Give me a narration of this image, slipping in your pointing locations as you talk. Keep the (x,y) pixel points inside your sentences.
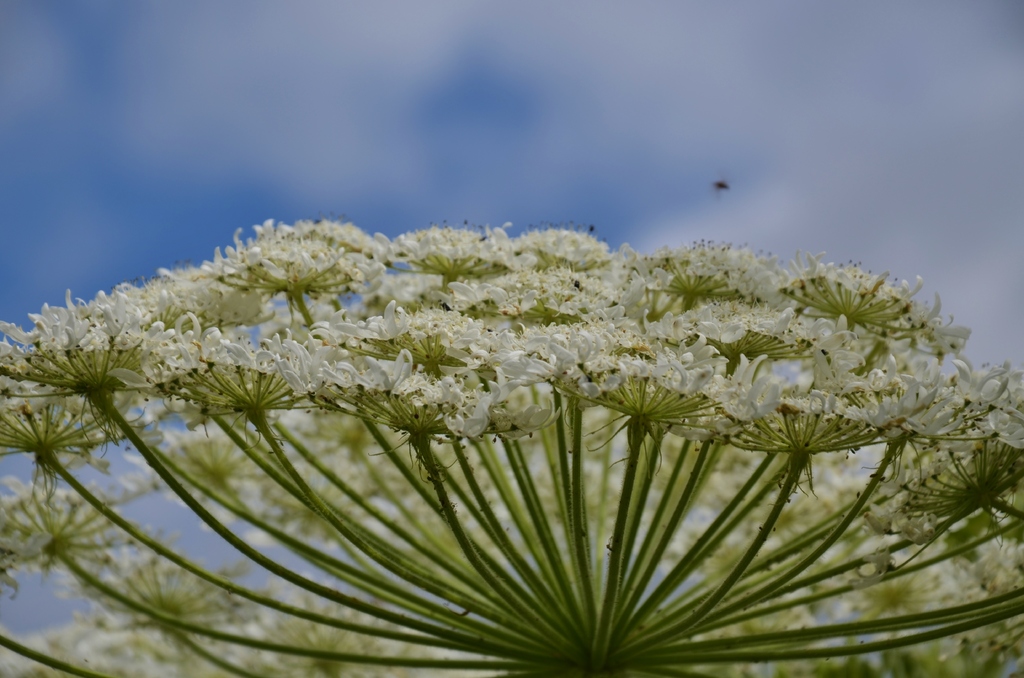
Here we can see white color flowers (444,338). Background (603,171) it is blurry and it is blue color.
